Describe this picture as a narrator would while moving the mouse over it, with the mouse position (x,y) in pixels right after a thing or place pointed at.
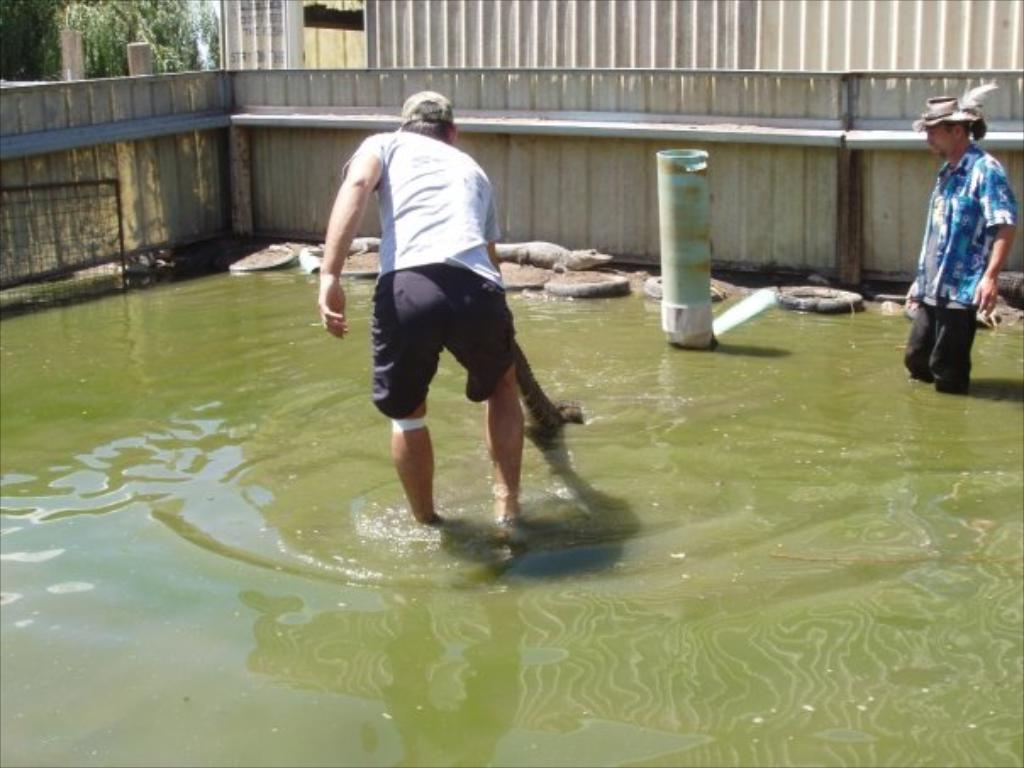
In the foreground (478,399) I can see a person (423,513) is holding a reptile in hand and one person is standing in the water (854,528). In the background (343,61) I can see fence (322,174), crocodiles (352,244), some objects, building (806,5) and trees (198,68). This image is taken may be during a day.
